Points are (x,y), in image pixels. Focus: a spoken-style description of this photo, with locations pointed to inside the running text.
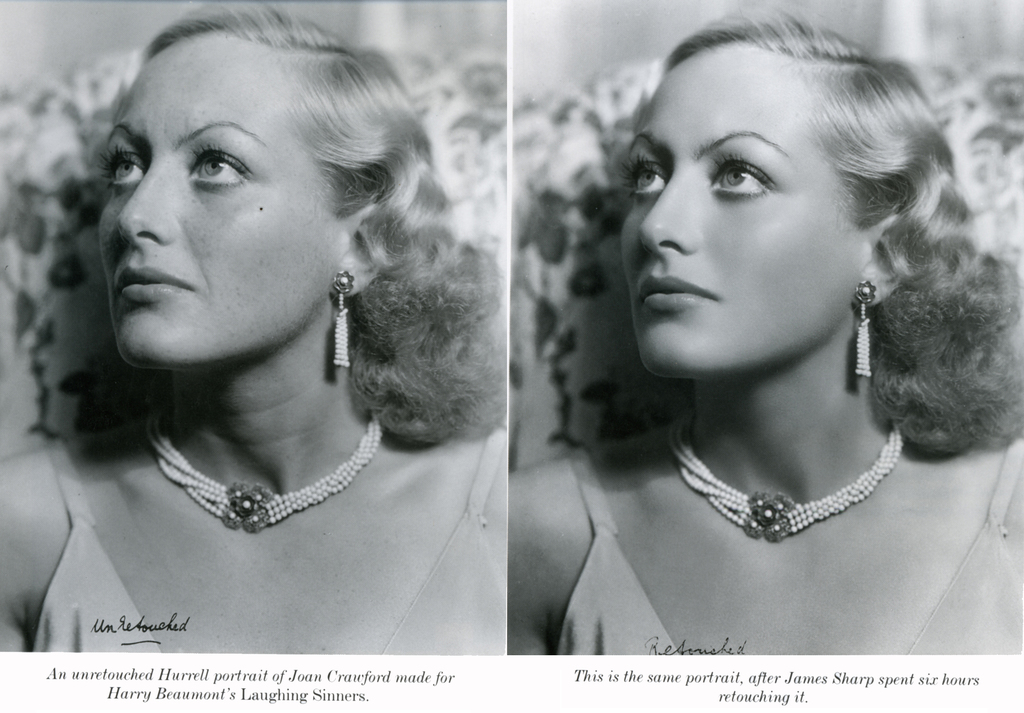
In the image we can see there is a poster (632,383) on which there are collage of pictures (466,419). There is a woman (109,459) and she is wearing necklace (348,468) and earring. Background of the image (603,19) is little blurred and the image is in black and white colour.
